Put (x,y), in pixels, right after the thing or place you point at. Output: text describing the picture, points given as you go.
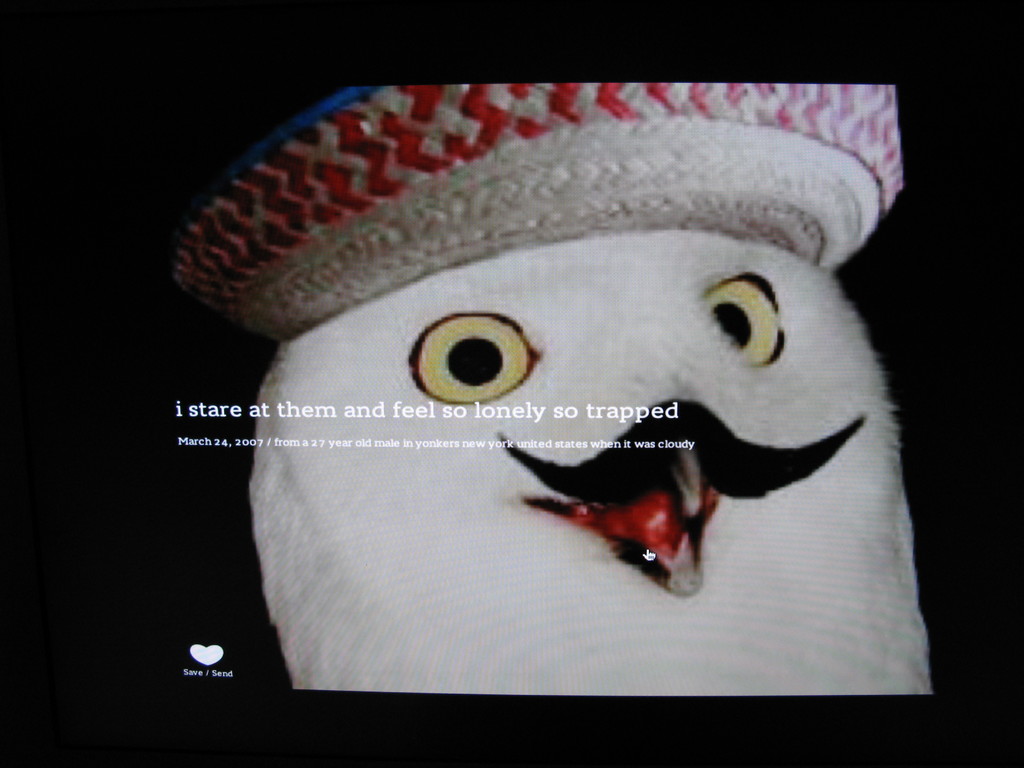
This image is a photo of a screen (488,483). There is an owl (522,656) and some text (286,409).
